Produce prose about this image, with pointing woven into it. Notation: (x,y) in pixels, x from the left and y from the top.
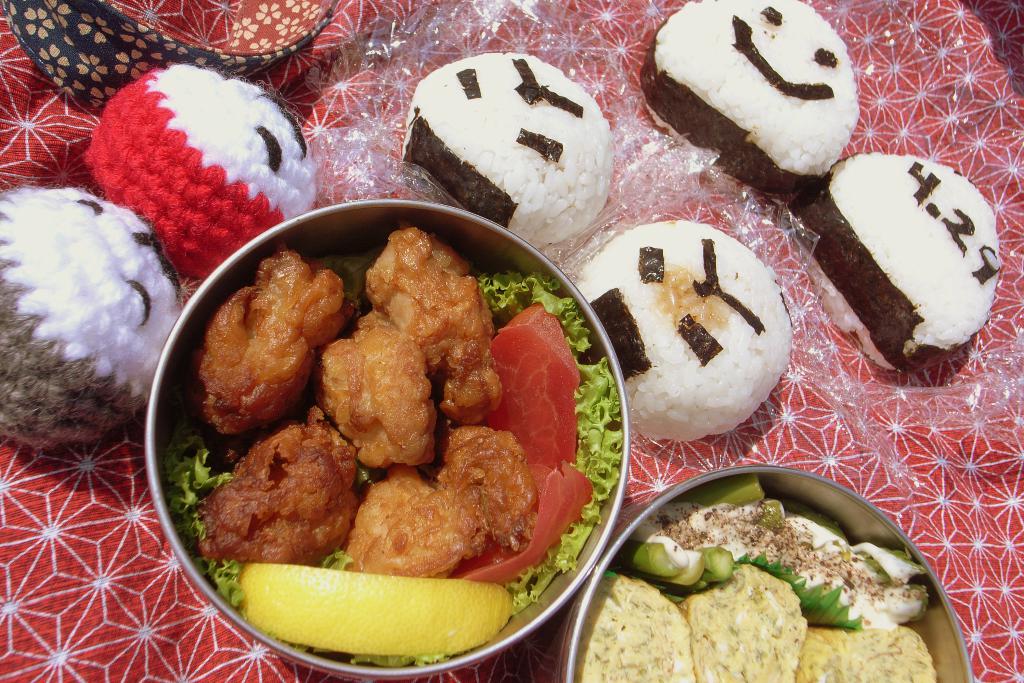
In this picture we can see food (551,443) in the bowls (864,517), beside the bowl (487,242) we can find soft toys (144,179).
